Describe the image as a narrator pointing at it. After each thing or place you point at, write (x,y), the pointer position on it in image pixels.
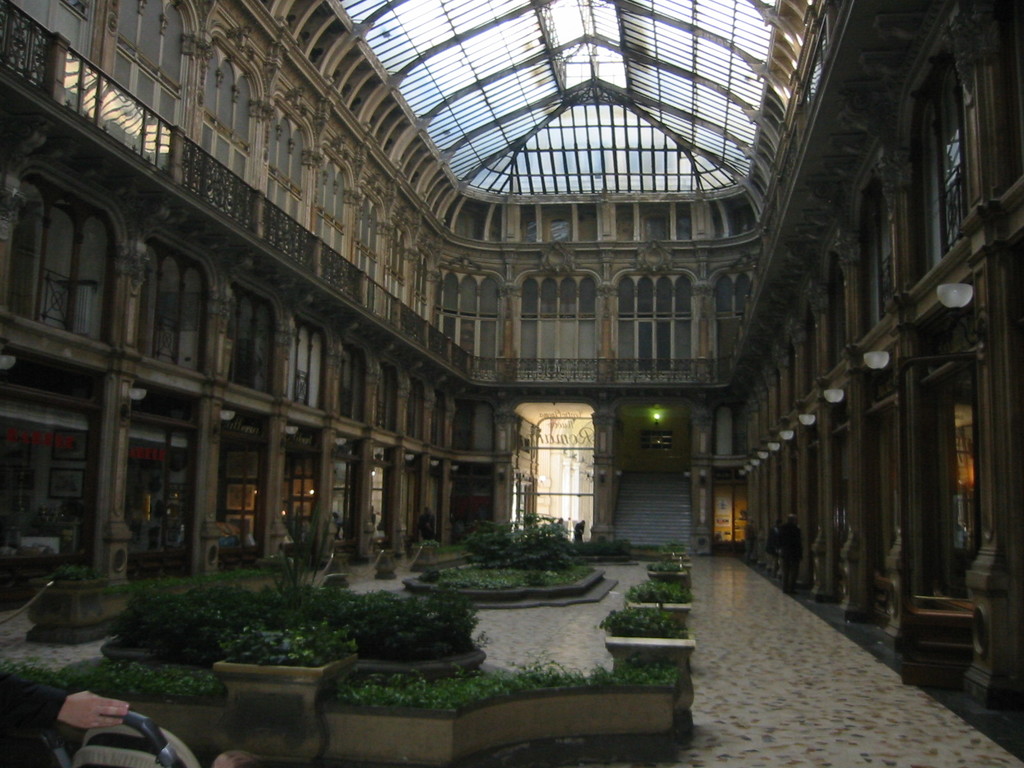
In this image we can see a building (459,339), electric lights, poles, name boards (591,436) and houseplants (427,627).
